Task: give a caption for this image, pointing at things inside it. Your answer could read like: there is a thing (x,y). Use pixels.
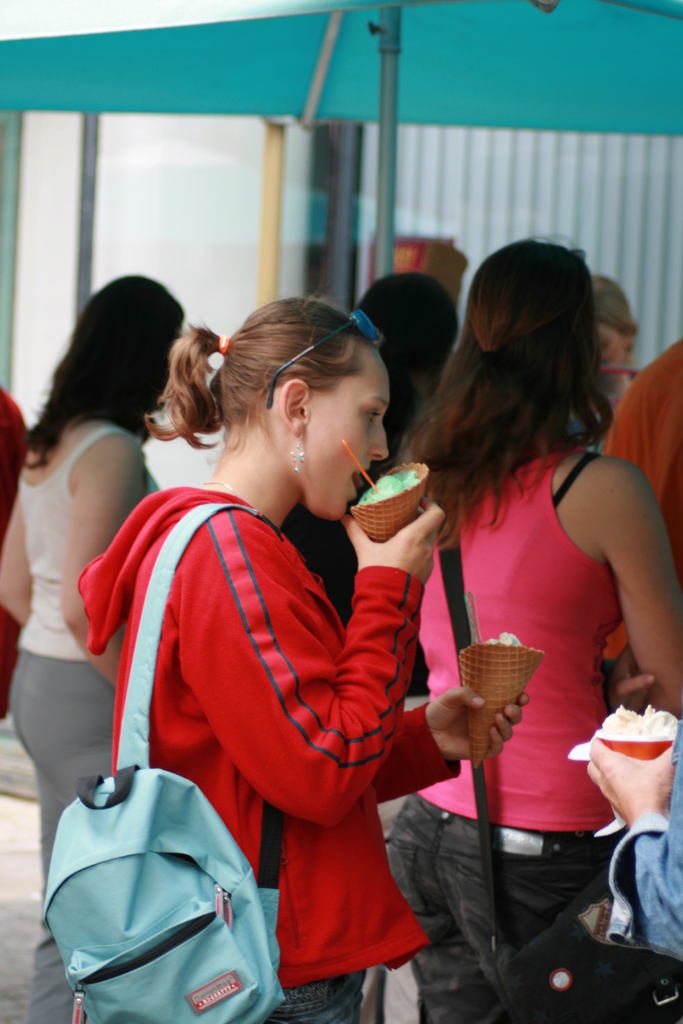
The women (242,645) wearing red dress (252,655) is holding ice creams (500,635) in both of her hands (396,537) and there are group of ladies (162,319) beside her.
